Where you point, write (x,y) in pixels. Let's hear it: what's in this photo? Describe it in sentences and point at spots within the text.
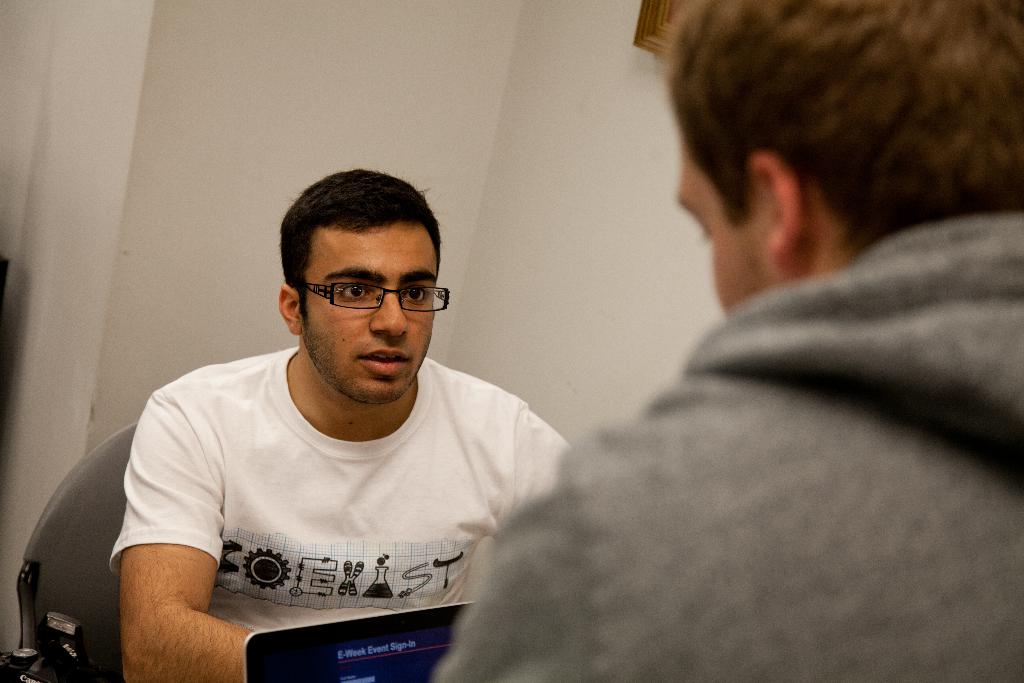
In this image I can see a person (757,556) on the right (764,435). There is a laptop (419,656) and a person (241,537) is sitting, wearing a white t shirt (226,443) and spectacles (352,302). There is a white wall (543,130) at the back (500,115) and there is a photo frame (643,45) at the top (651,32).
